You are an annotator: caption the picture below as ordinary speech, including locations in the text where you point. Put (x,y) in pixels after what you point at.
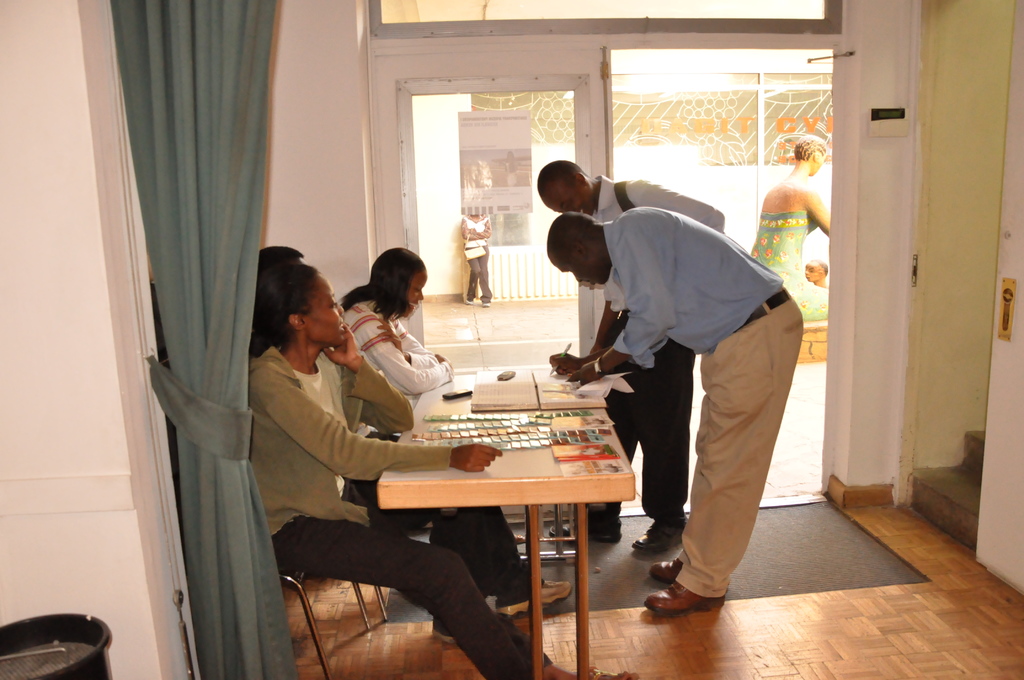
There are two person (704,268) standing and one person (702,309) wearing blue shirt (658,308) is writing on the paper (571,388). There is a table (561,473). On this table (581,486) there are some books (517,394) and some other items (502,429) are there. One lady (403,342) wearing a white dress (388,355) is sitting and she is laughing. And another lady (316,460) also is sitting behind her. There is a curtain (189,203) near the wall (92,573). There is a door (541,126). Outside this door (573,86) there is a person (481,242) standing.
